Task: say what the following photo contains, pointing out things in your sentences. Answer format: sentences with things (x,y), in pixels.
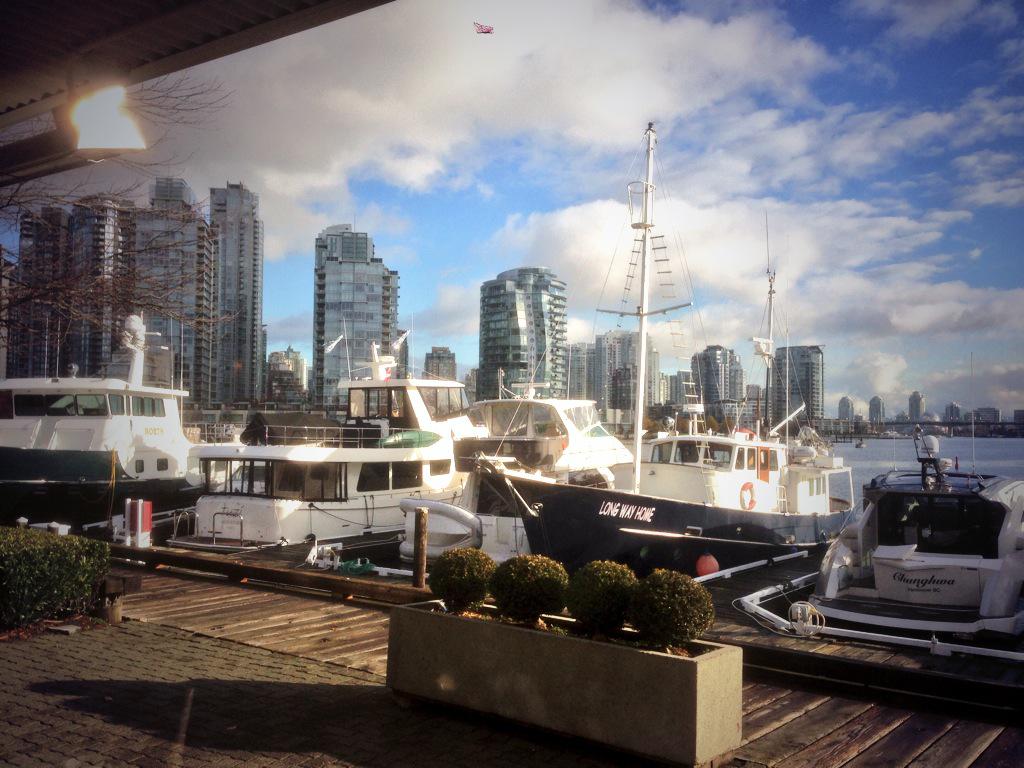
In this image we can see some boats (637,510), ships (58,412) at the foreground of the image (769,463) and at the background of the image (360,367) there are some buildings (97,356), trees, water (947,450) and sunny sky (559,130).
